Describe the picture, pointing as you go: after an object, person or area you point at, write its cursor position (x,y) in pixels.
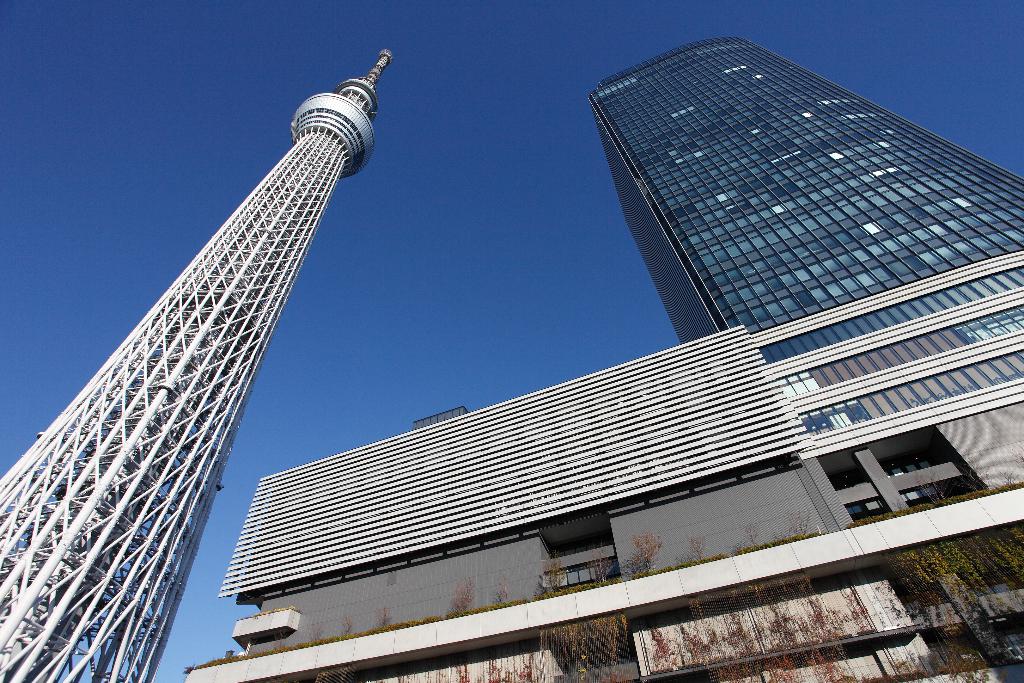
In this image I see the buildings (586,473) and I see a tower (160,412) over here and I see the plants (827,673) and in the background (482,186) I see the blue sky (341,192).
